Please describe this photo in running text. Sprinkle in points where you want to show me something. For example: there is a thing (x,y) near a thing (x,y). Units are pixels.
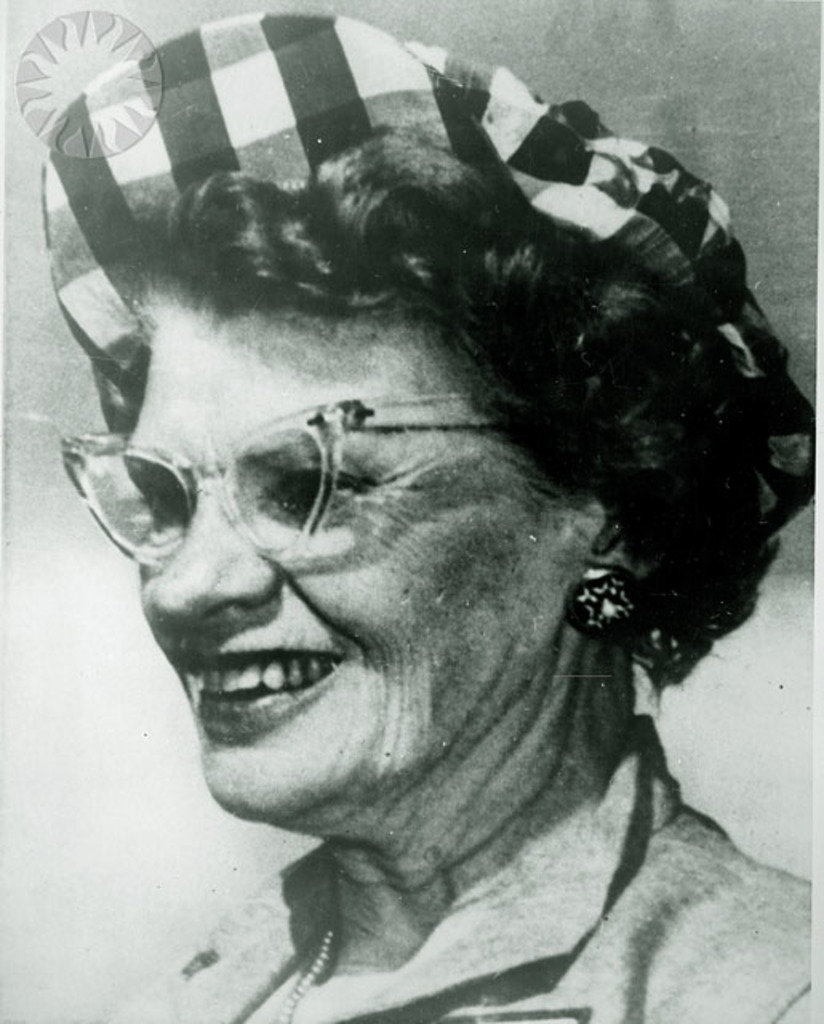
This is a black and white picture of a woman (237,677). This woman (331,514) looking at other side. She smile beautiful. She wore spectacles (301,433). She wore black and white checkered cap (513,159).
